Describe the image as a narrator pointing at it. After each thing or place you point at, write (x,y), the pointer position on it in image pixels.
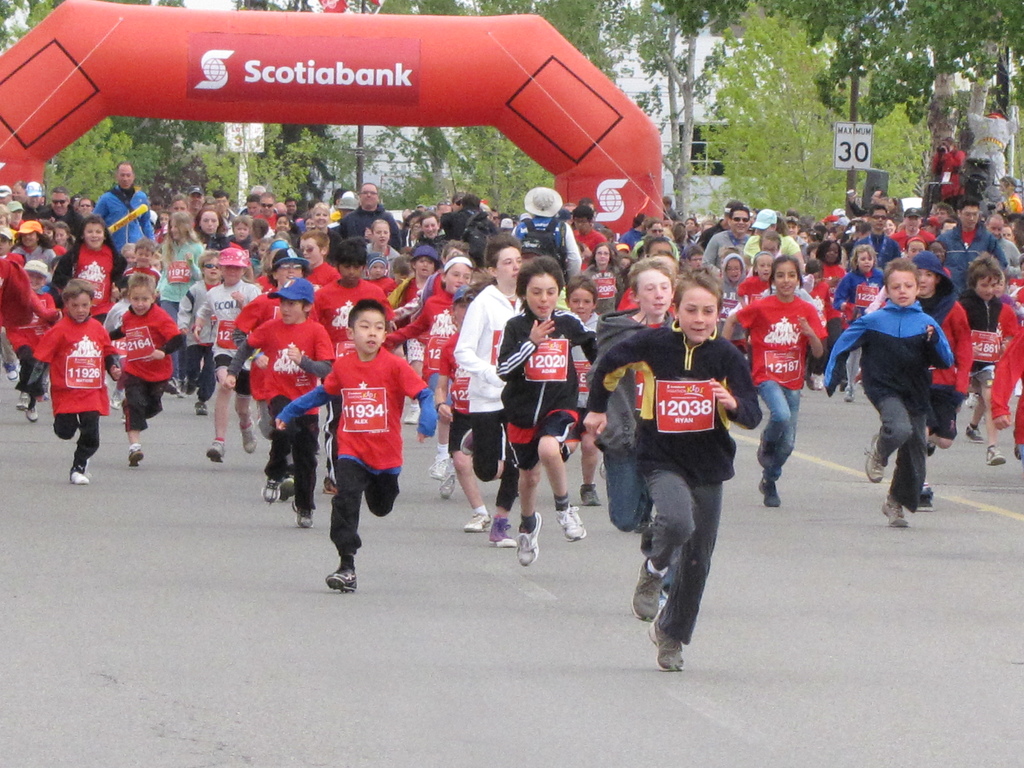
In this image we can see a group of children (907,391) running on the ground (585,545). One boy (276,340) is wearing a cap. In the background (999,254), we can see a group of people (671,235) standing, a sign board (845,140) with some text (860,135), a group of trees (883,141), building (708,120) with windows (692,130) and a balloon arch (128,84).
